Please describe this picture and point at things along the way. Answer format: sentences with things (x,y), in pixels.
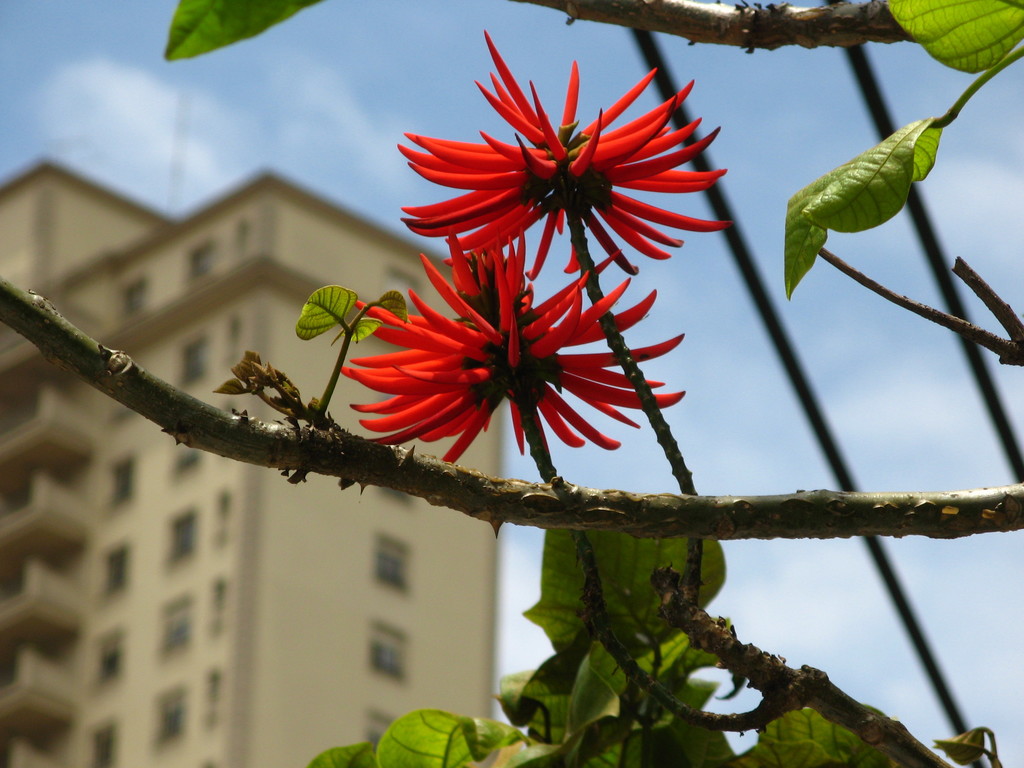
In this picture we can see two red color flowers (529,332) and leaves (680,551) here, in the background (280,547) there is a building (251,535), we can see the sky (354,36) at the top of the picture (334,67).
